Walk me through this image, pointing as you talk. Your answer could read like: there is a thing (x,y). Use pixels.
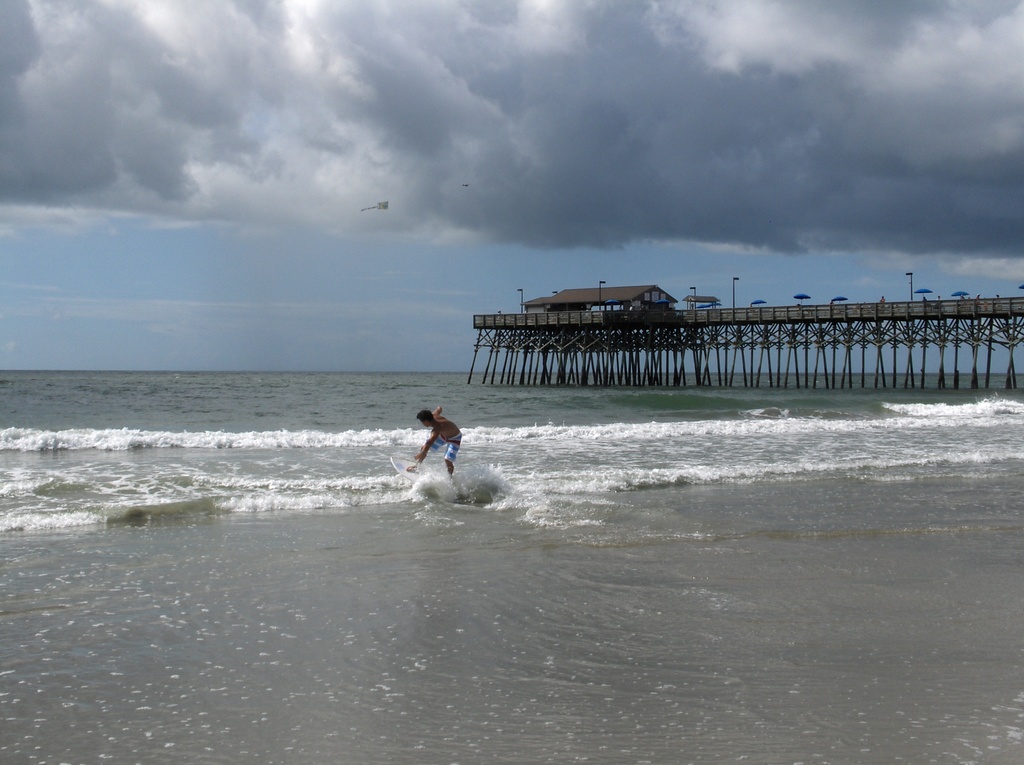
In this picture there is a man (420,451) and we can see water (385,479), bridge (966,317), umbrellas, house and light poles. In the background of the image (343,242) we can see the sky (370,186) with clouds (380,146).
